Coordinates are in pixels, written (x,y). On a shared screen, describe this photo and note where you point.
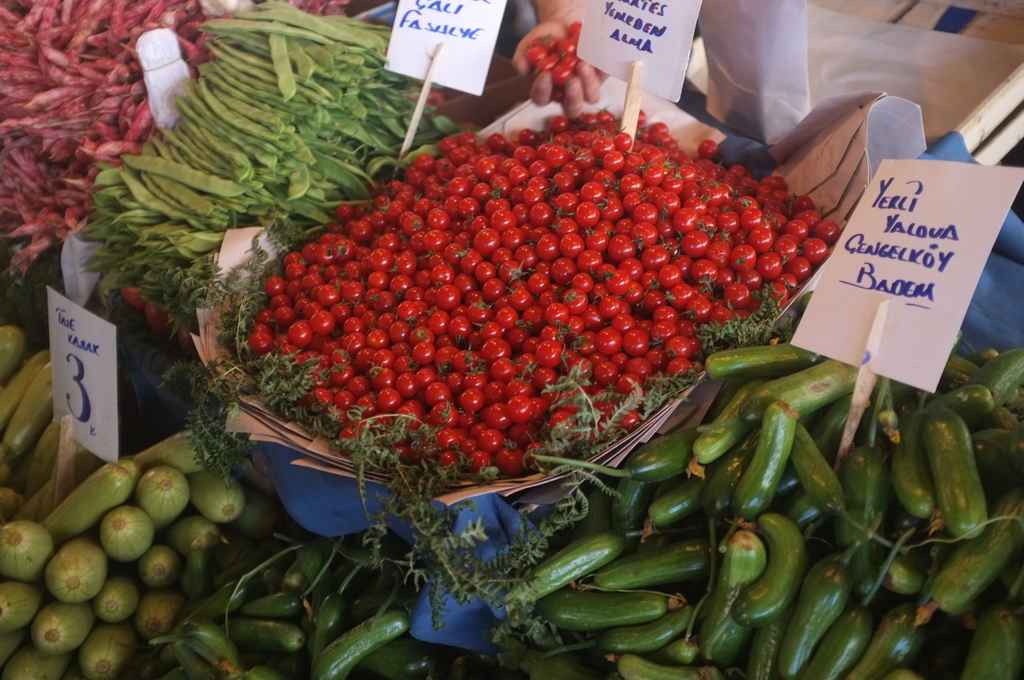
In this image there are so many vegetables (409,327) kept in the bags (490,499), On them there is a board (866,320) on which there is a name (872,289) of the vegetable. On the right side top there is a person (580,69) who is holding the tomatoes (565,65) with his hand (582,86).
